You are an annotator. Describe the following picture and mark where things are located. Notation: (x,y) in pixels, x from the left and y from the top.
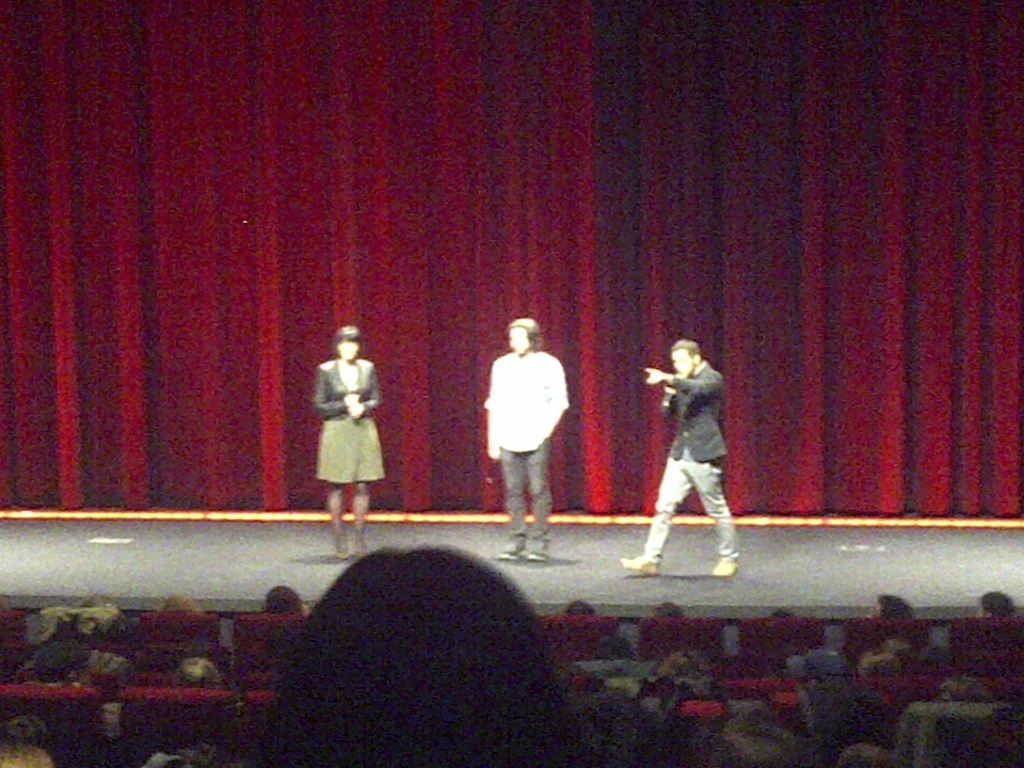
In this image, there are a few people (401,610). Among them, some people (515,433) are on the stage (282,538). In the background (250,354), we can see some curtains (575,358).
